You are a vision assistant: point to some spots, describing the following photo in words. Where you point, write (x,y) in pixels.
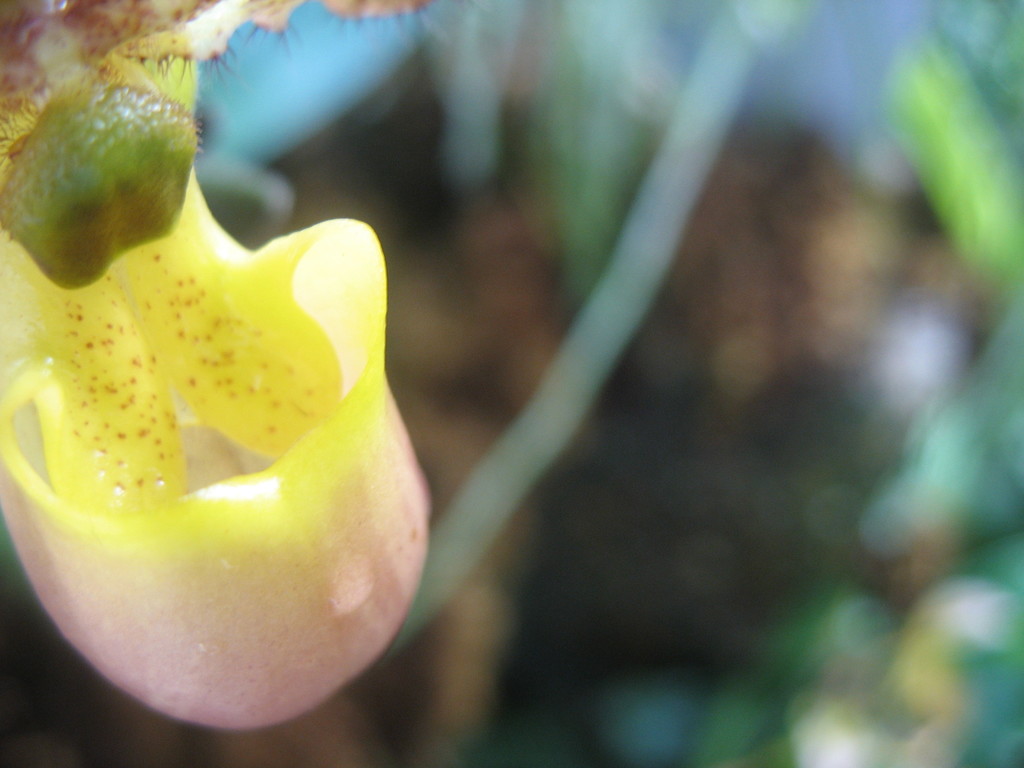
In this image we can see a flower (191,424) with blur background (948,603).
